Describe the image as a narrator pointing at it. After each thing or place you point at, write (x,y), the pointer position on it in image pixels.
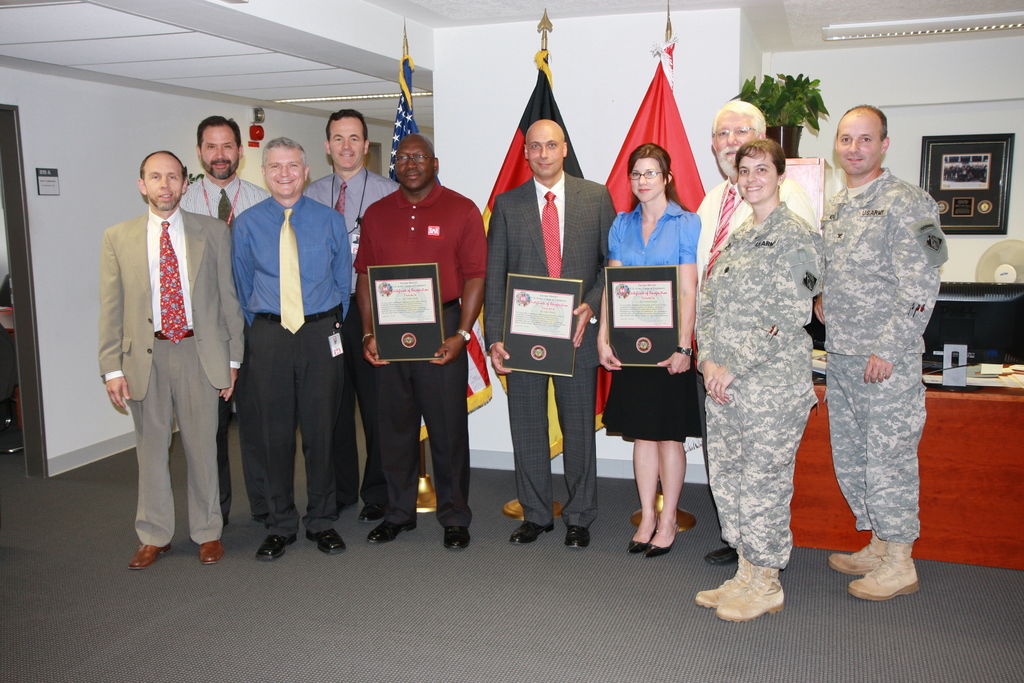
In this picture there is a group of men and women (751,323), standing in the front (642,344) and holding the awards (616,313) in the hand (579,316). Behind there are three flags (667,93) and white wall (619,92).
